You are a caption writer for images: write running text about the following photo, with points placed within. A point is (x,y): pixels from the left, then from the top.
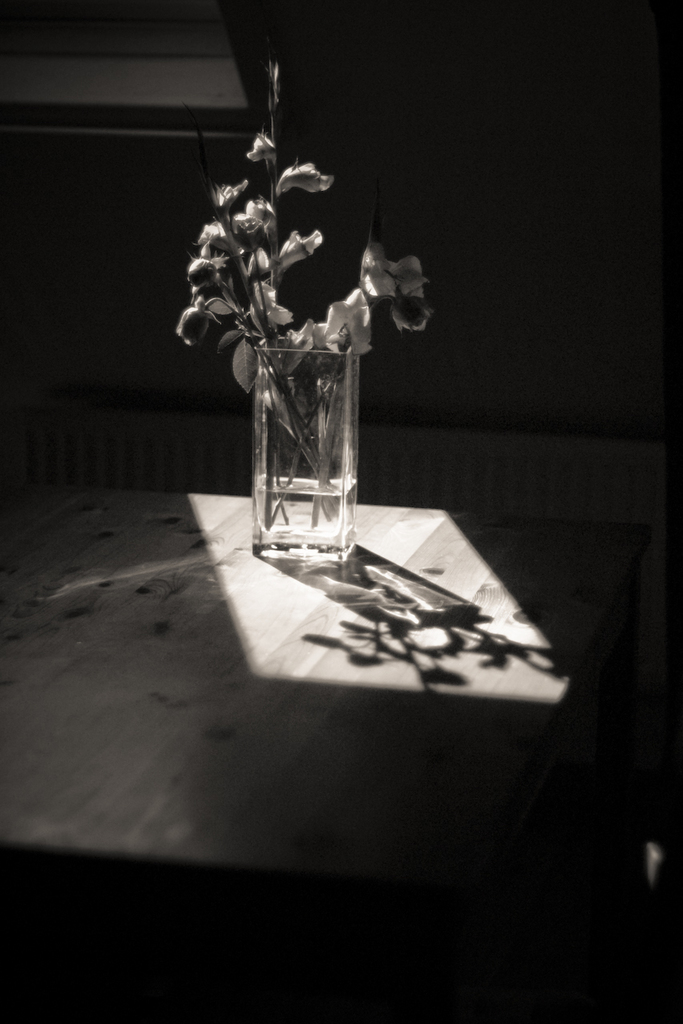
In this image I see a glass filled with water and flowers (237,229) in it and the glass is on a table (602,588).
